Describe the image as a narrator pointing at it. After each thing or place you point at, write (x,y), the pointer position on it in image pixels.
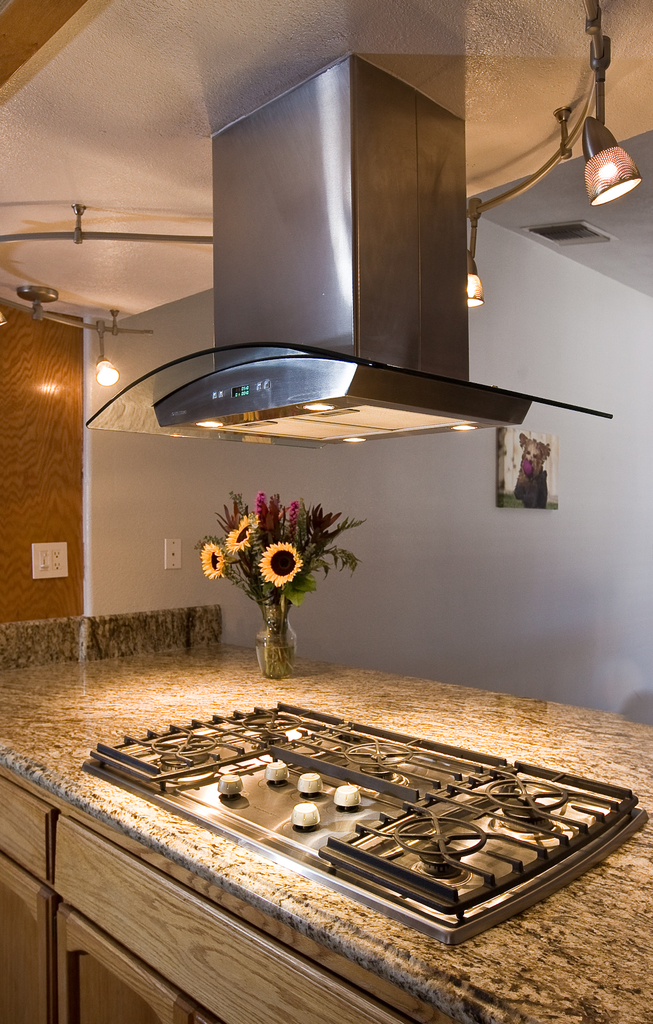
In this image we can see a stove (299,724), kitchen counter (539,970), flower vase (282,629), air exhaust (294,325) and lights (472,292). In the background (513,502), we can see frames (512,466) and switch boards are attached to the wall (510,610).
